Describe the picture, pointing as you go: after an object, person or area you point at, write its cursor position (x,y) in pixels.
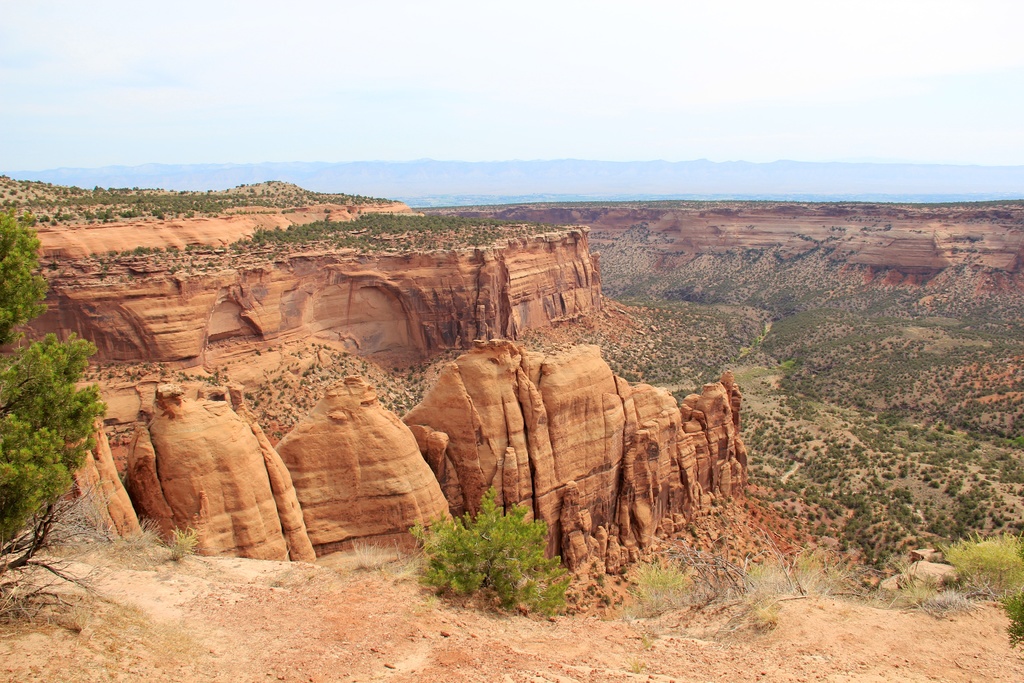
In the foreground of this image (382,622), on the bottom (435,643), there is the ground (476,672) and there are few plants (510,553) and a tree (18,459) on the left (17,465). In the background (253,182), there is a cliff (486,481), greenery (333,227), mountains (790,182), sky (266,159) and the cloud (389,42).
